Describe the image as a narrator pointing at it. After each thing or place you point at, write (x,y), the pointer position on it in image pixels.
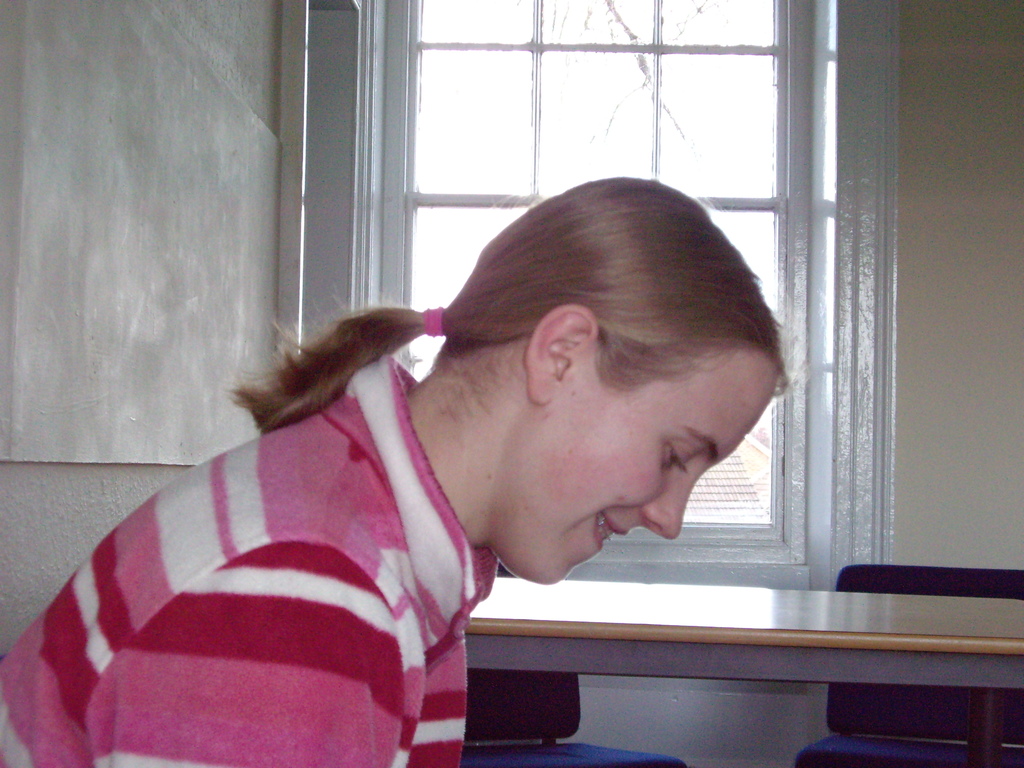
In this image on the left side (336,623) there is a woman (457,553) she wear pink dress (305,565), she is smiling her hair (725,324) is short. In the background (730,635) there is a table (703,633), two chairs (855,704), window (821,184) and wall (918,160).
